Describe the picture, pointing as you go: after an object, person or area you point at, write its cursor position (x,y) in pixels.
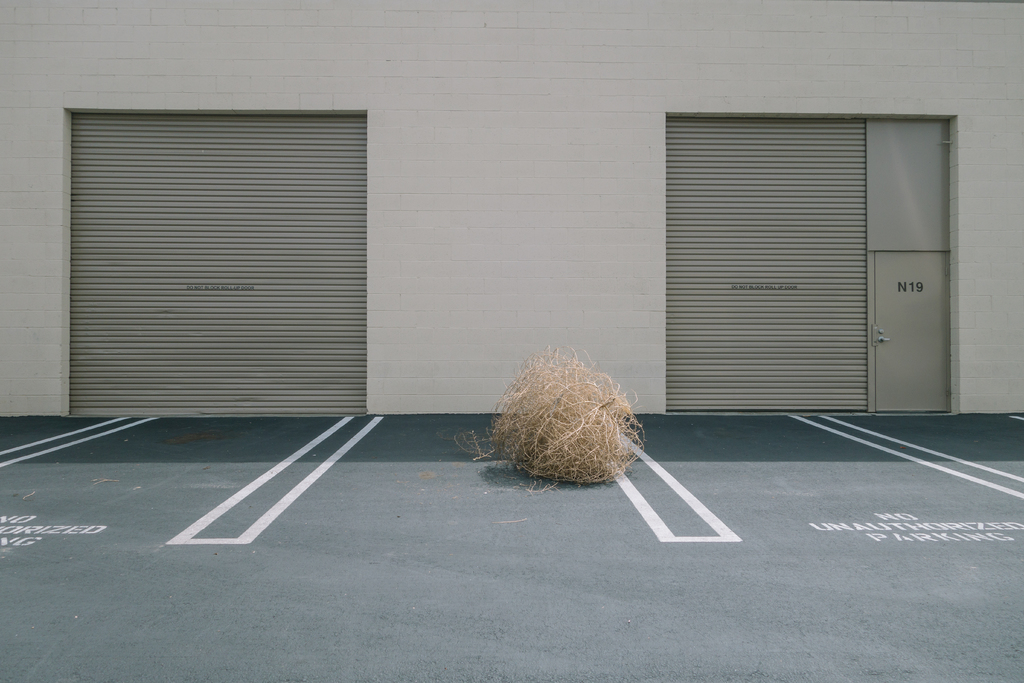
In this image we can see a ball of fiber (627,455) on the floor (560,552). On the backside (525,349) we can see the shutters (313,190), door (879,382) and a wall (473,217).
